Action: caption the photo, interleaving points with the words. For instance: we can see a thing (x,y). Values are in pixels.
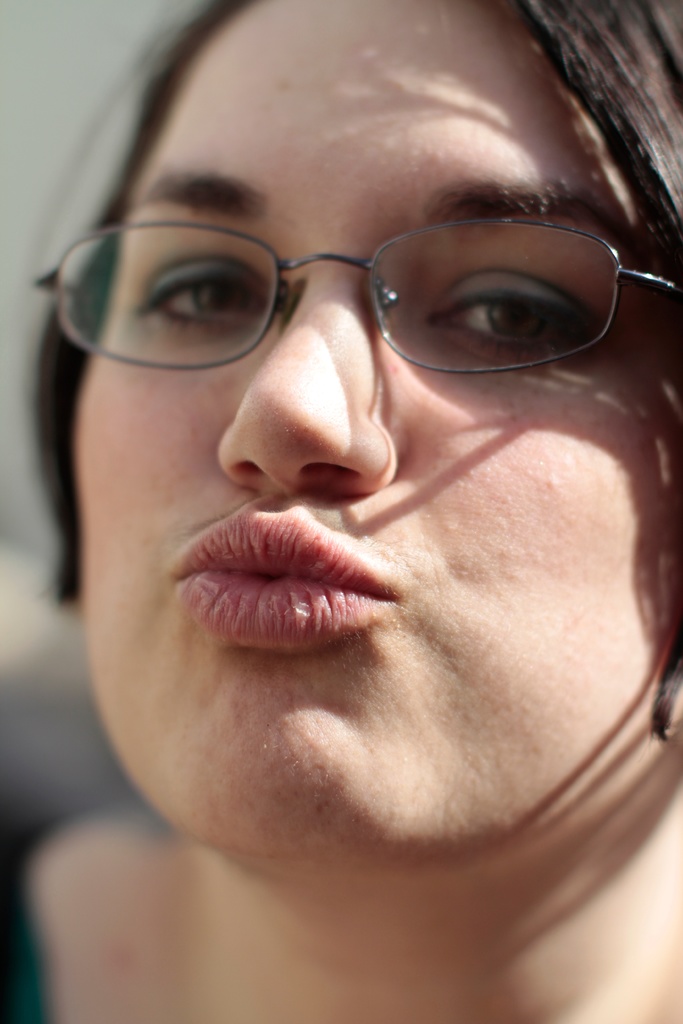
In the image there is a woman (218,723), she is giving a pouty expression.
